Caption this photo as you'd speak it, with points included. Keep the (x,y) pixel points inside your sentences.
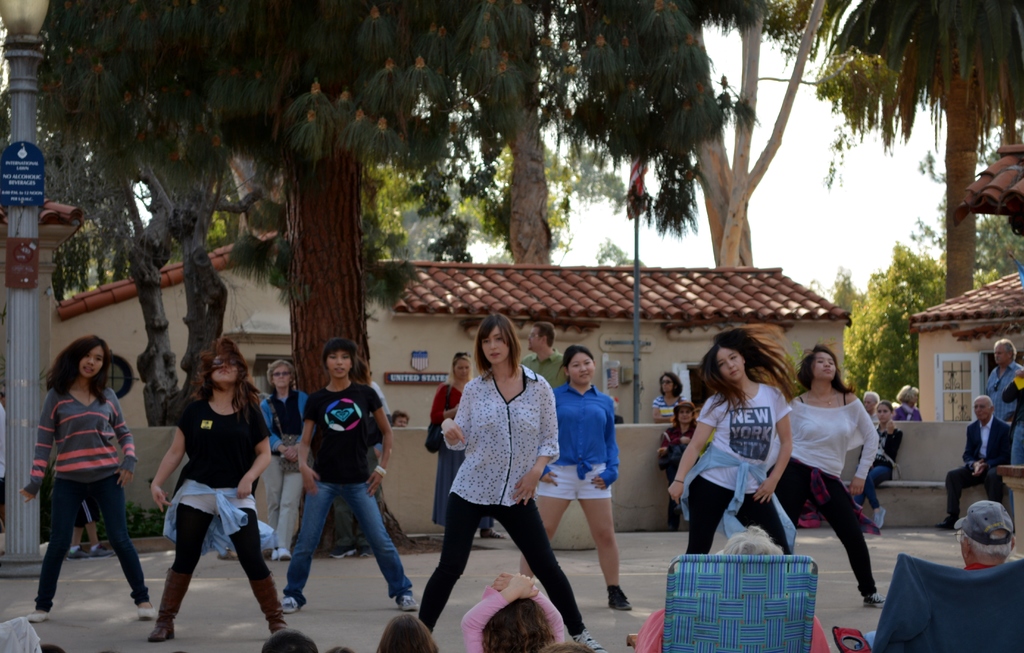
In this picture we can see a group of people (112,540) where some are standing on the ground (359,606) and some are sitting on chairs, houses (681,274), trees (739,144), name boards (623,345), poles (17,213), flag (628,200) and in the background (839,204) we can see the sky (832,213).
